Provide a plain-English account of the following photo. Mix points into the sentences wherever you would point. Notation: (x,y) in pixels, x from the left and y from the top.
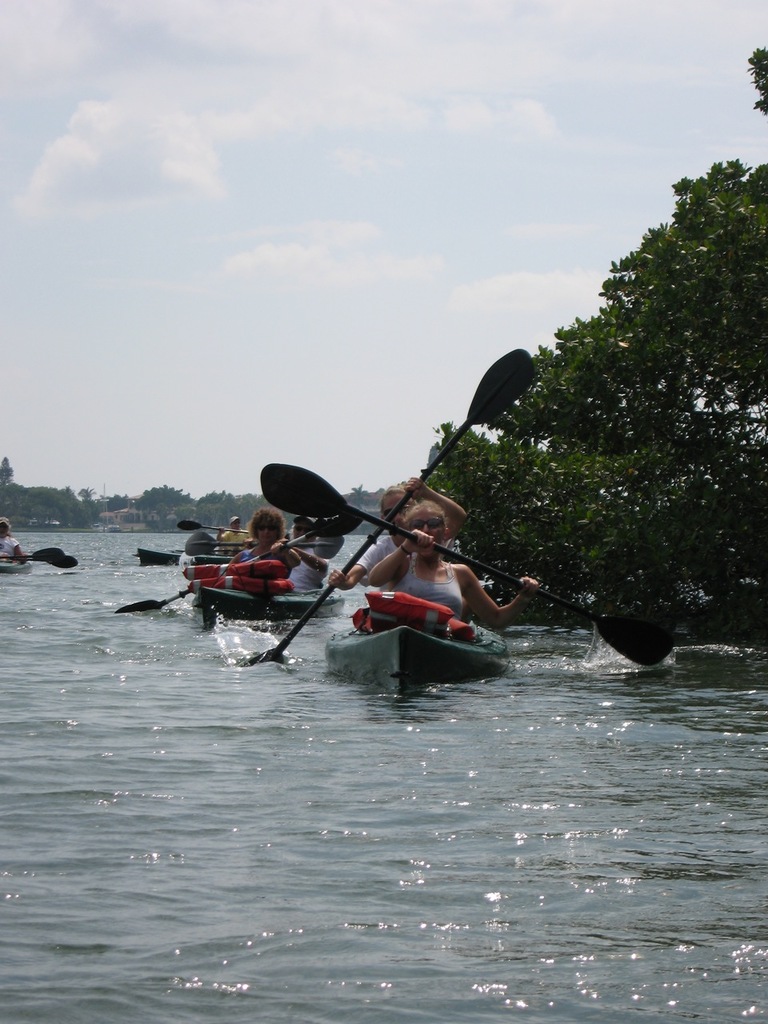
As we can see in the image there is a cloudy sky (343,207) and over here there is a river (203,739) in which people (424,585) are travelling in the boat (412,671). They are holding a paddle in their hand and beside there is a tree (640,430) leaning on the river (734,674).
